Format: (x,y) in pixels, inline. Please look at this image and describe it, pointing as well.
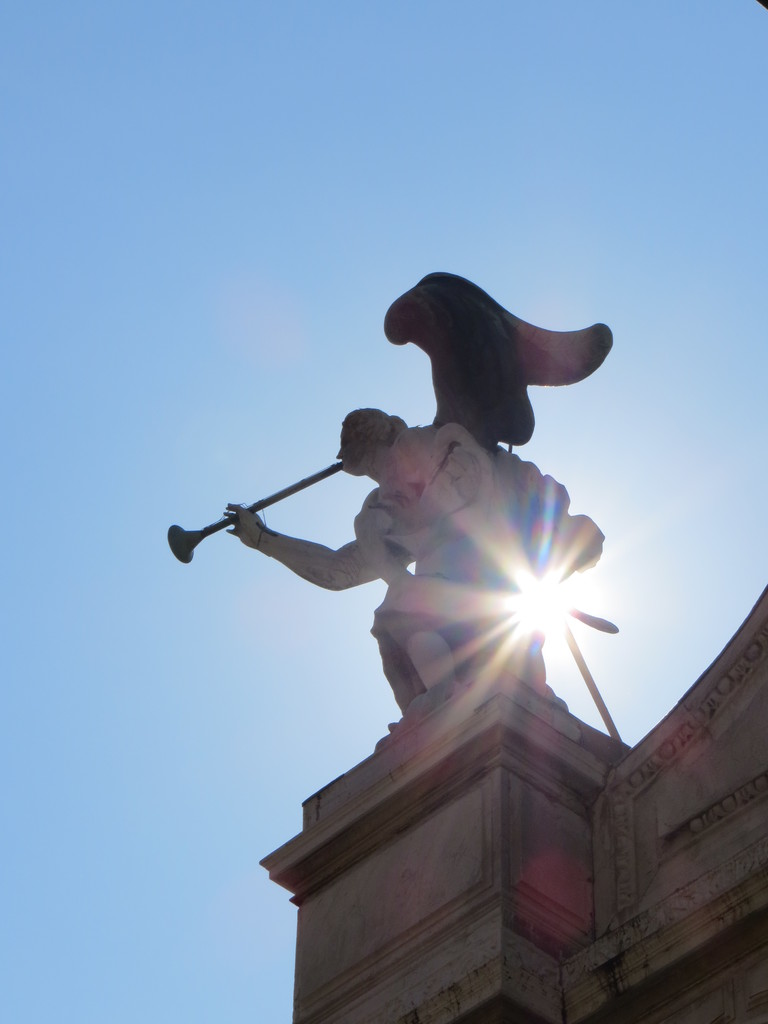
In this image we can see a statue (452,395) on the top of the building (573,923) and the sky (252,296) is in blue color.
